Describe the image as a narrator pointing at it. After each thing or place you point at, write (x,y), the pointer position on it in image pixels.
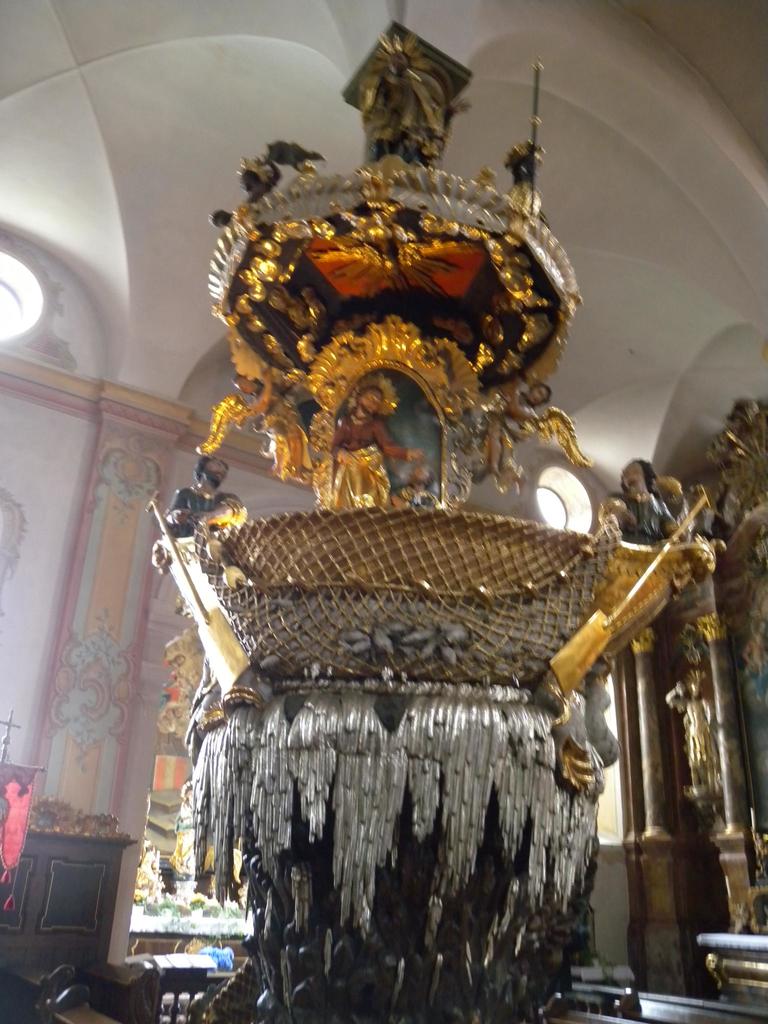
In the center of the image (370,635), we can see a statue (428,827) and in the background (700,757), there are some objects (48,889) and we can see a railing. At the top (547,74), there is a roof (524,86).
